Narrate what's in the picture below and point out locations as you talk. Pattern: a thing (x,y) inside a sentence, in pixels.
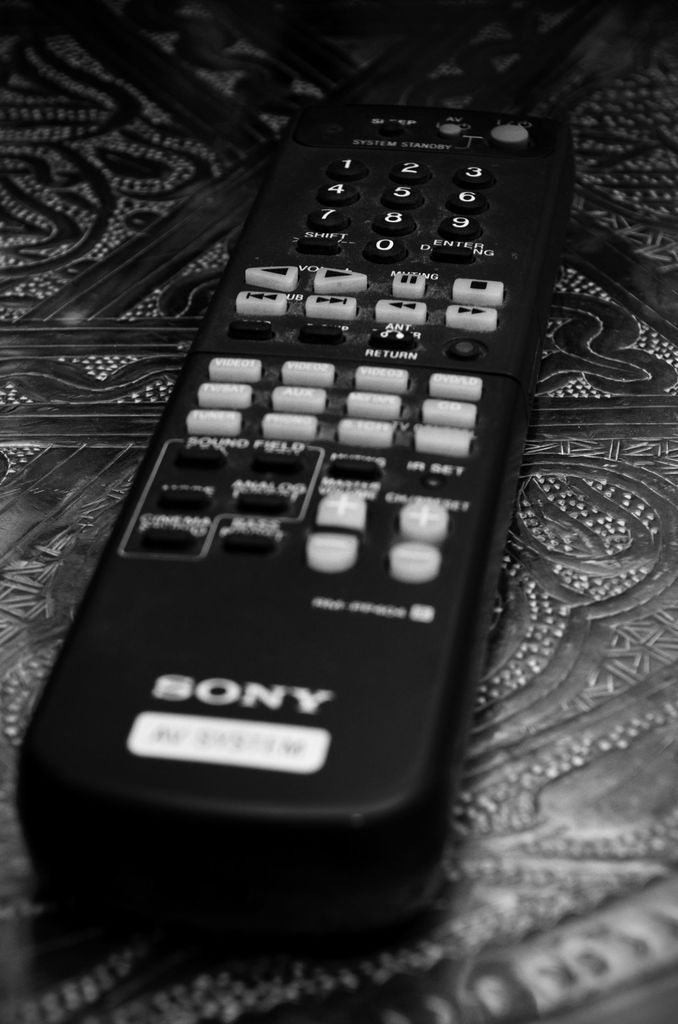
In this image I can see the remote (350,645) and the remote (329,604) is on the surface (617,622) and the image is in black and white.
